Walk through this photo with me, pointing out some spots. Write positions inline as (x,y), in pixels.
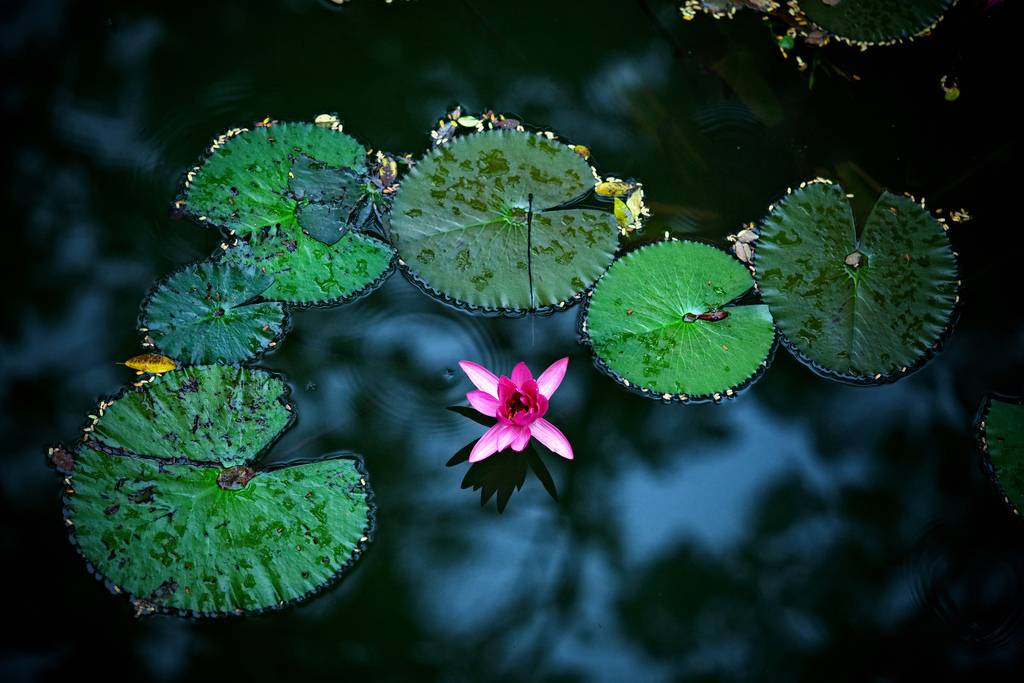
In this image I can see the flower (500,396) in the water (591,525). To the side I can see the green color leaves (519,290). The flower (475,449) is in pink color.
